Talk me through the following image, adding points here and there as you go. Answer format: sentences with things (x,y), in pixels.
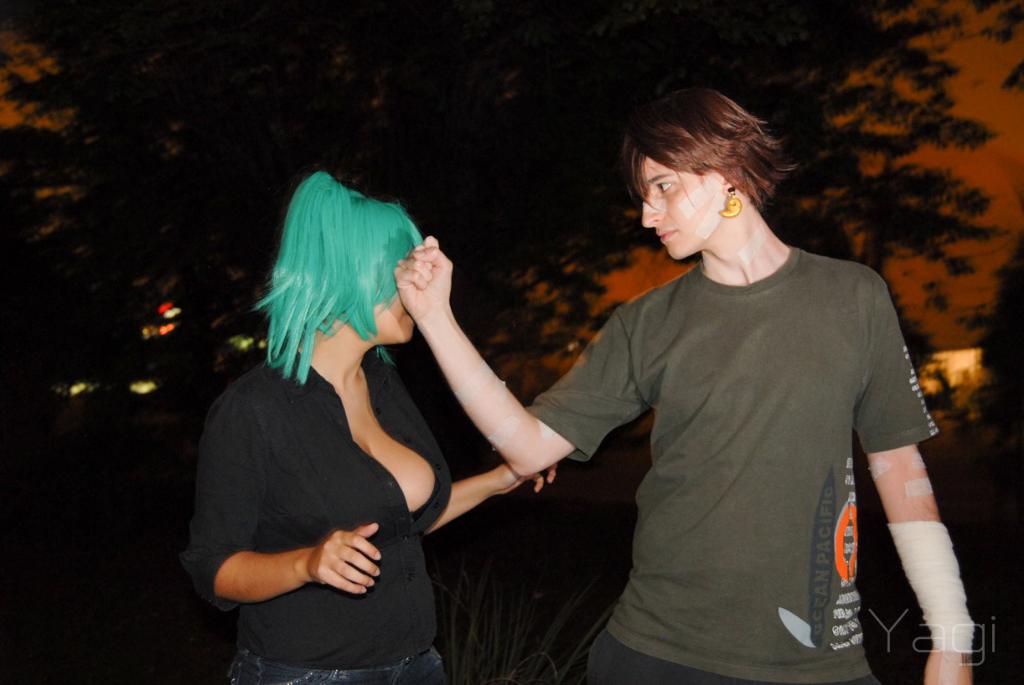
In this image we can see two persons (428,521) standing on the ground (166,540). In the background (214,384) we can see sky (958,153), trees (373,56) and grass (489,614).
